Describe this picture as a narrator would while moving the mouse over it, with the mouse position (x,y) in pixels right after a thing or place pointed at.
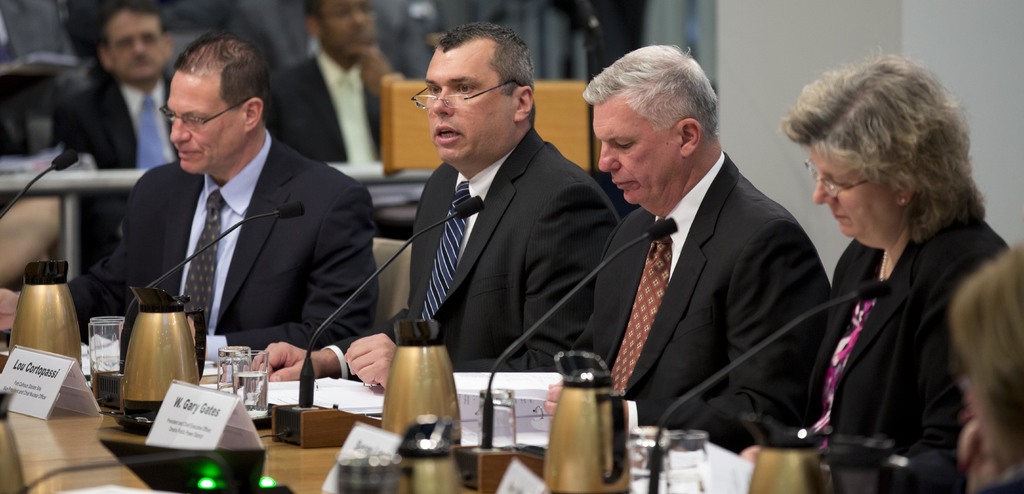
This picture shows few people (602,104) seated on the chairs (381,260) and we see couple of them (480,121) wore spectacles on their faces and we see jugs (403,404) and glasses (260,365) and few papers (509,385) and the microphones (318,417) on the table (133,467). Looks like a meeting room (212,346).
